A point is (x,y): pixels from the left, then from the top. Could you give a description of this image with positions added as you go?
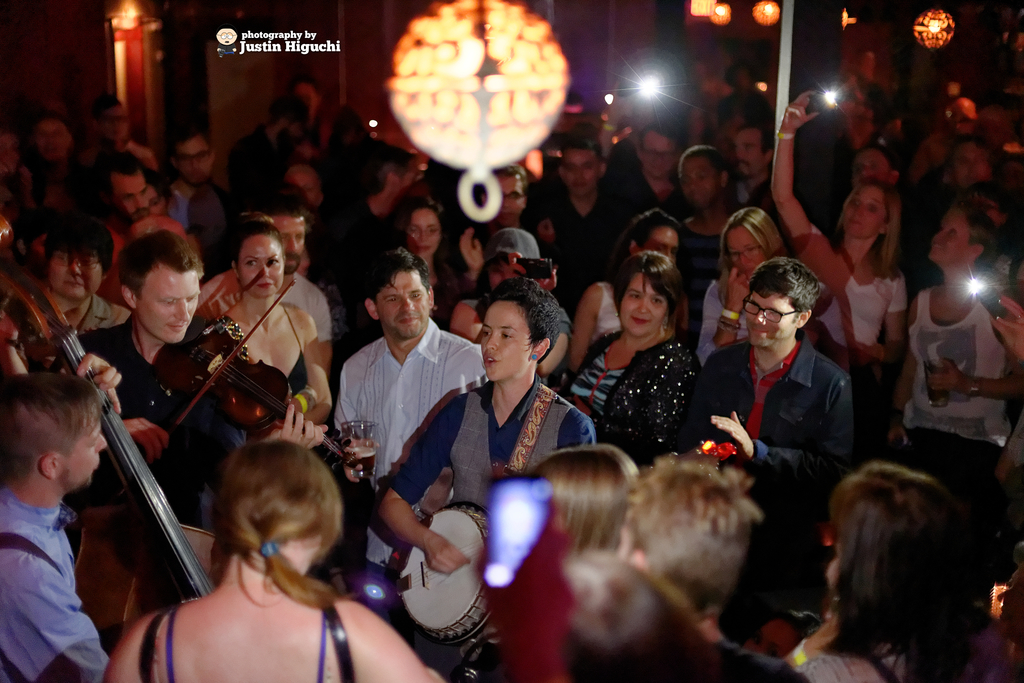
In this picture we can see a group of people (259,582), musical instruments (140,481), mobiles (971,292) and glasses (352,436). In the background (109,45) we can see the lights (921,25), walls (183,4) and some text (328,42).
